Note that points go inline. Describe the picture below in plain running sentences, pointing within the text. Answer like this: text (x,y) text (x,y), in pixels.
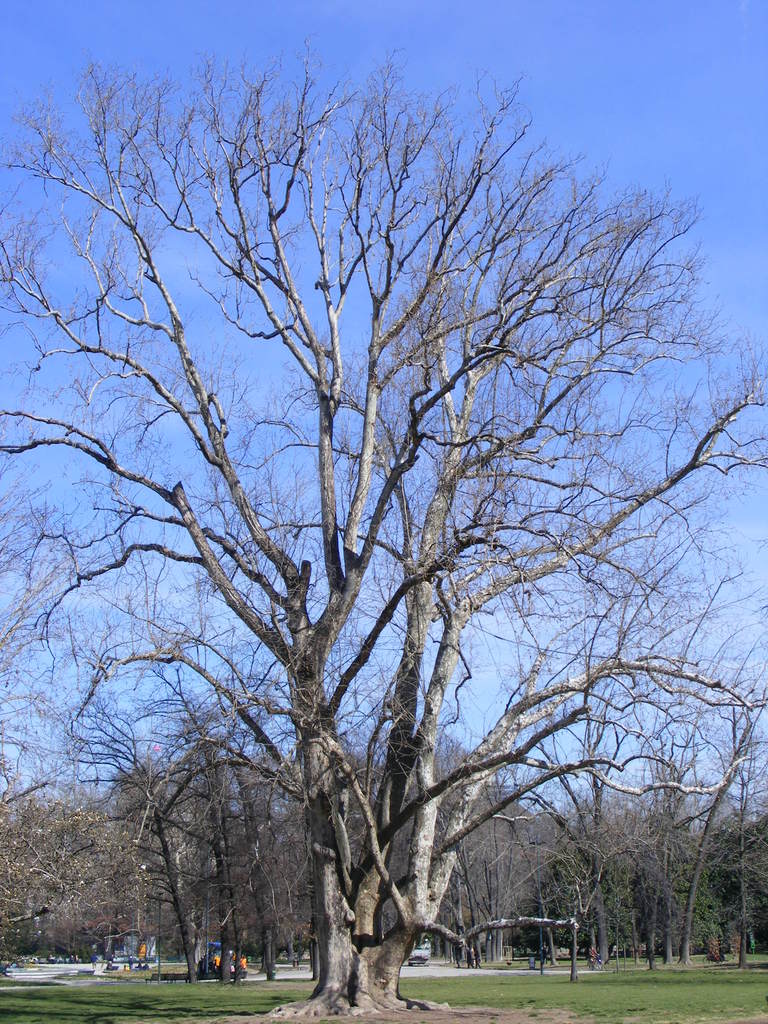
In this image we can see a group of trees (504,762) with dried branches (269,591). We can also see some grass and the sky (289,514) which looks clear.
